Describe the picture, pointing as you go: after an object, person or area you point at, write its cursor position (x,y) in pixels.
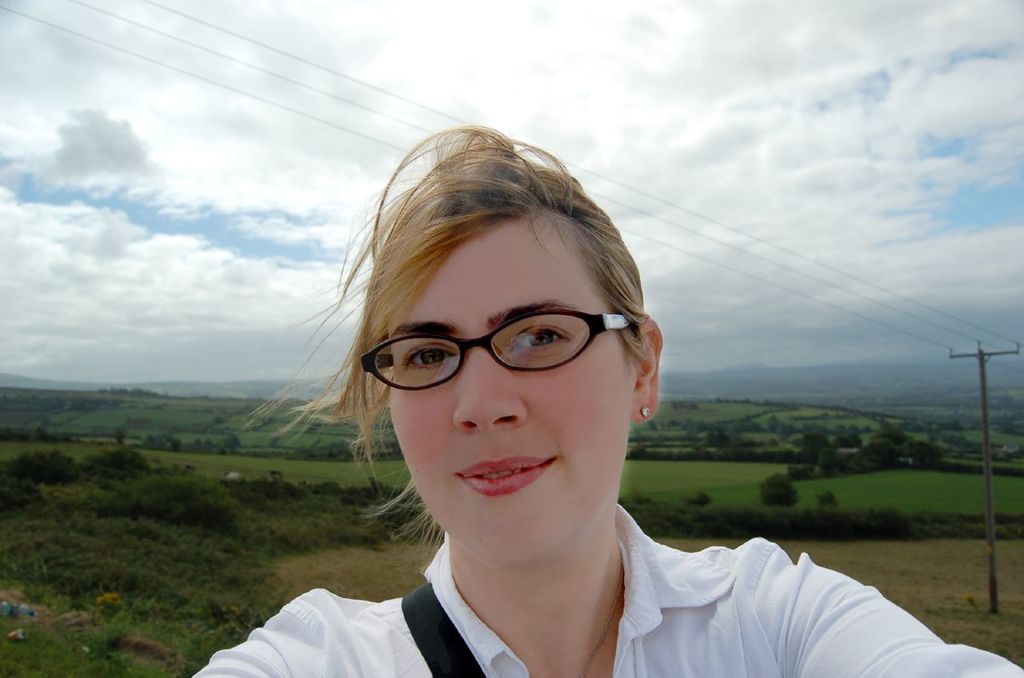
In this image in the foreground (484,291) there is one woman (497,457) in the background (325,480) there are some trees (792,481), grass (911,500), pole (981,380) and some wires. And at the top of the image (261,123) there is sky (684,326).
